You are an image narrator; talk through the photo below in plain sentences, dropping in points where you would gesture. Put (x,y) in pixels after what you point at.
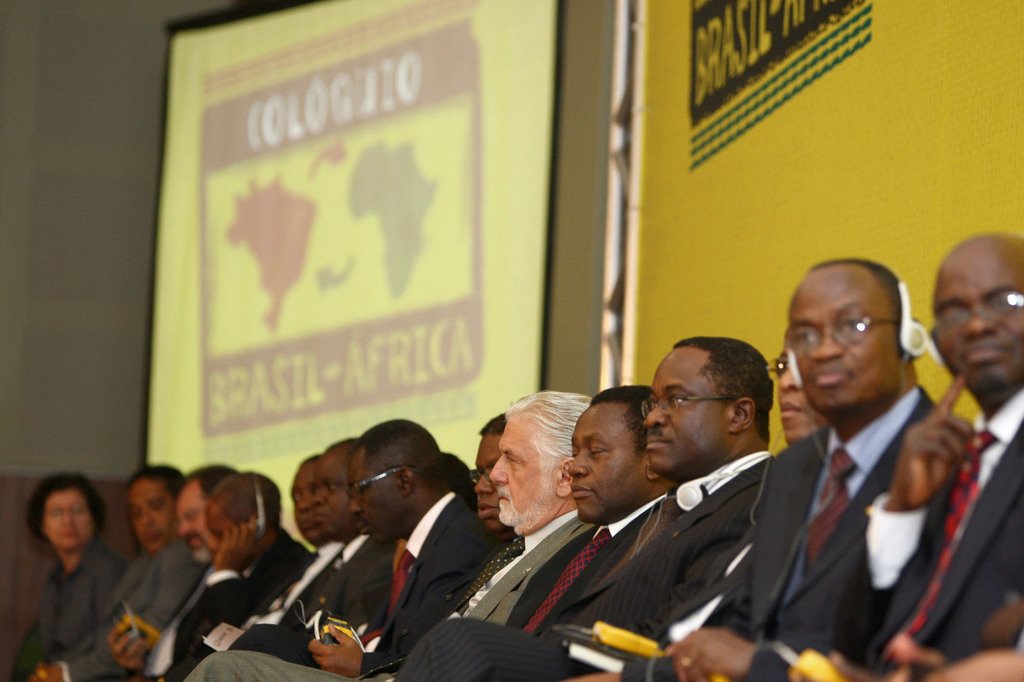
In the foreground of this image (834,561), there are people (739,579) sitting and holding some objects (650,641) and few are wearing headsets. Behind them, there is a screen (306,179) on the wall (73,201).
